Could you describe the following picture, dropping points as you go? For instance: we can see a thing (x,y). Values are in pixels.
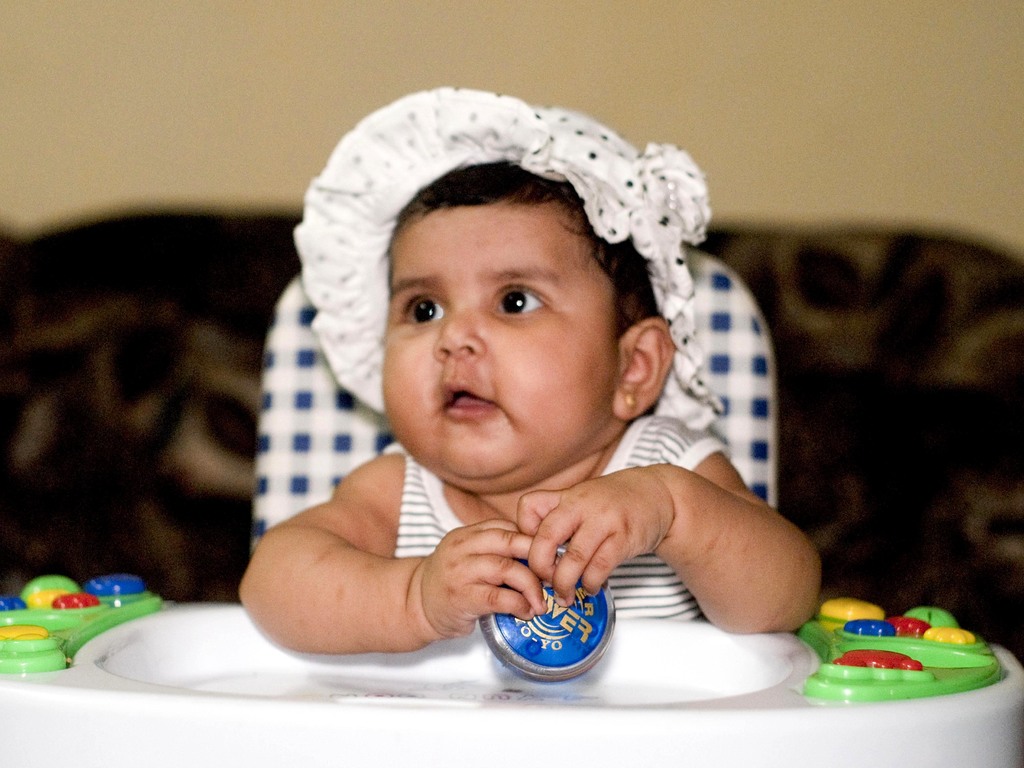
In this image I can see a baby (510,400) wearing white colored dress (420,506) is sitting on a chair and holding a blue and silver colored object (519,654) in hands (584,577). I can see a white colored table (286,694) in front of him and on it I can see a toy (63,624) which is green, yellow, red and blue in color. In the background (138,239) I can see the cream colored wall (176,157) and a black colored object (884,398).
